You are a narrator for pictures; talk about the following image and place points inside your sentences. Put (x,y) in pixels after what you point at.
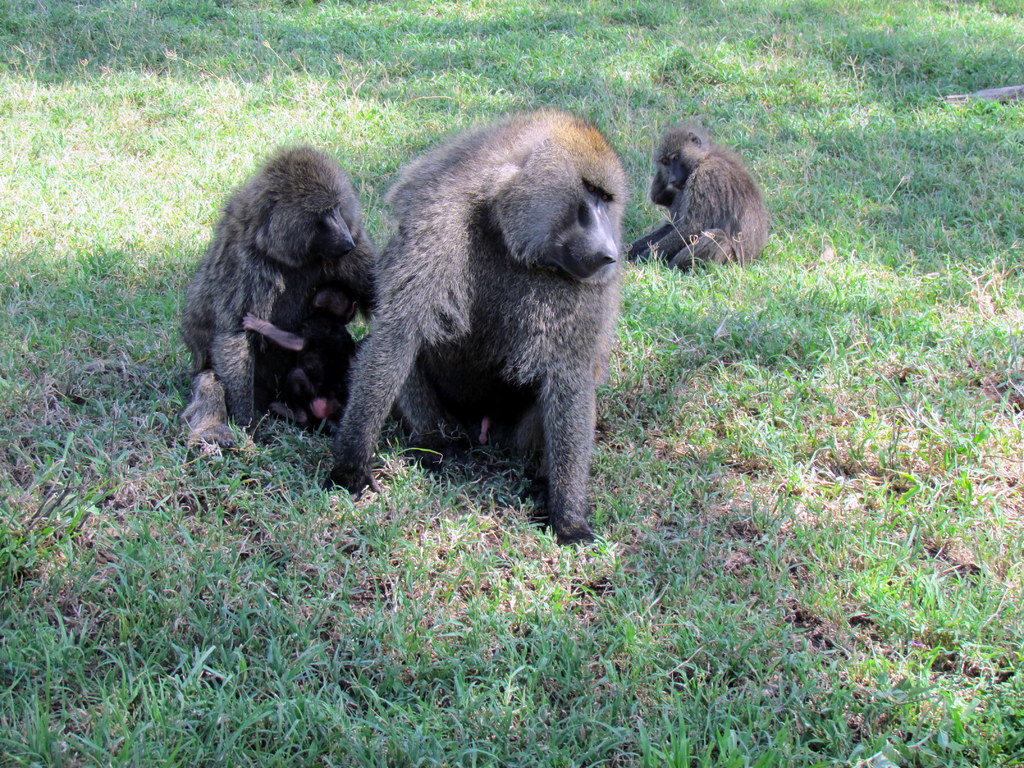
In this picture we can see animals (263,184) are sitting on the grass (214,83).
